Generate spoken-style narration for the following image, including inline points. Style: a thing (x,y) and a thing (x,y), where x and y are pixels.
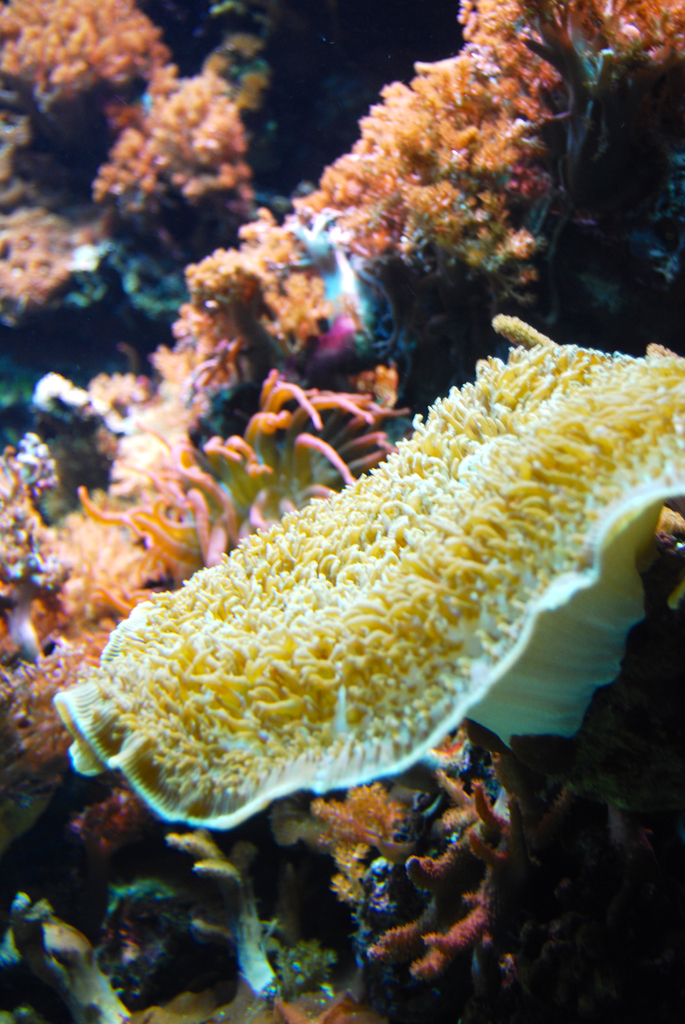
This picture describes about underwater environment (368,605).
